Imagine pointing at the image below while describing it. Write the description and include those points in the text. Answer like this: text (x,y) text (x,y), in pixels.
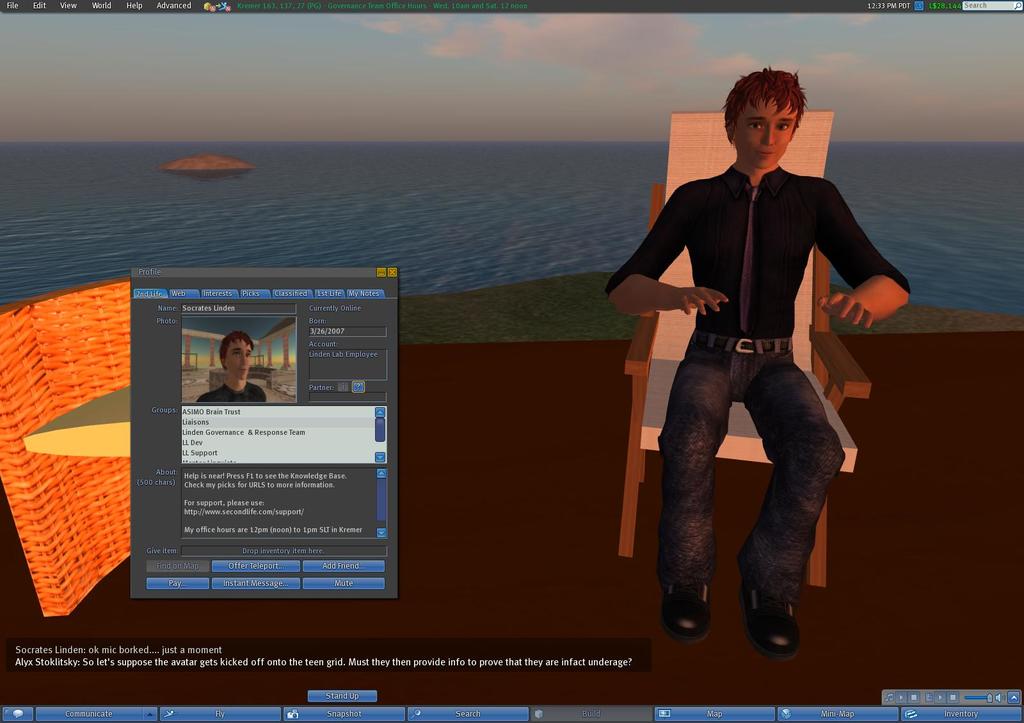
It is a screenshot of some animation video, a person (701,488) is sitting on a chair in front of the water (505,202). In the left side (168,351) there is a pop up screen (144,423) which is displaying some information related to the person (734,348).
